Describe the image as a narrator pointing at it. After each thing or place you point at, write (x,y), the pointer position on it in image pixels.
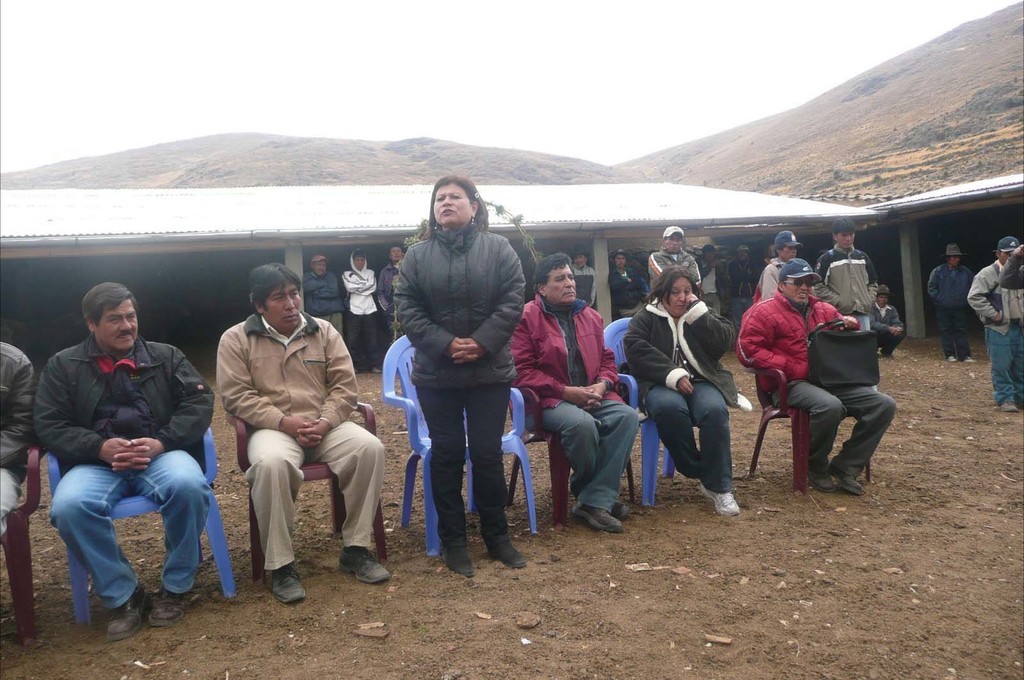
In the center of the image (445,400), we can see a lady (492,359) standing and there are some people (245,366) sitting on the chairs (627,399). In the background (437,169), we can see people (824,267) standing under the shed (611,239) and there are hills (833,114).
